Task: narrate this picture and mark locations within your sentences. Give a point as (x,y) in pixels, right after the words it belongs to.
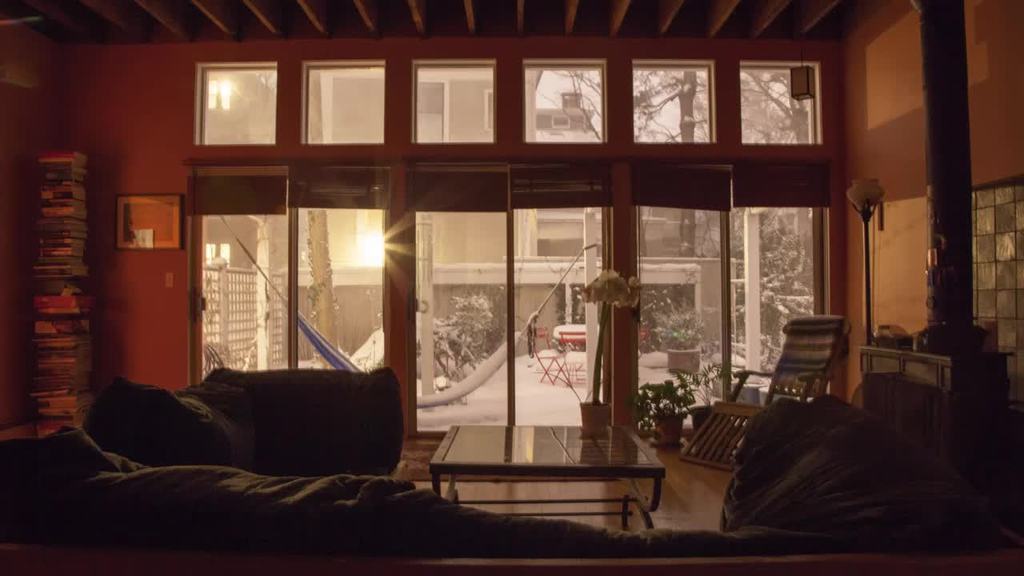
In the image we can see couch (814,487), table (588,453), books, house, glass door (521,346), plants (480,355), trees (694,109) and few more objects (535,310) around it.
